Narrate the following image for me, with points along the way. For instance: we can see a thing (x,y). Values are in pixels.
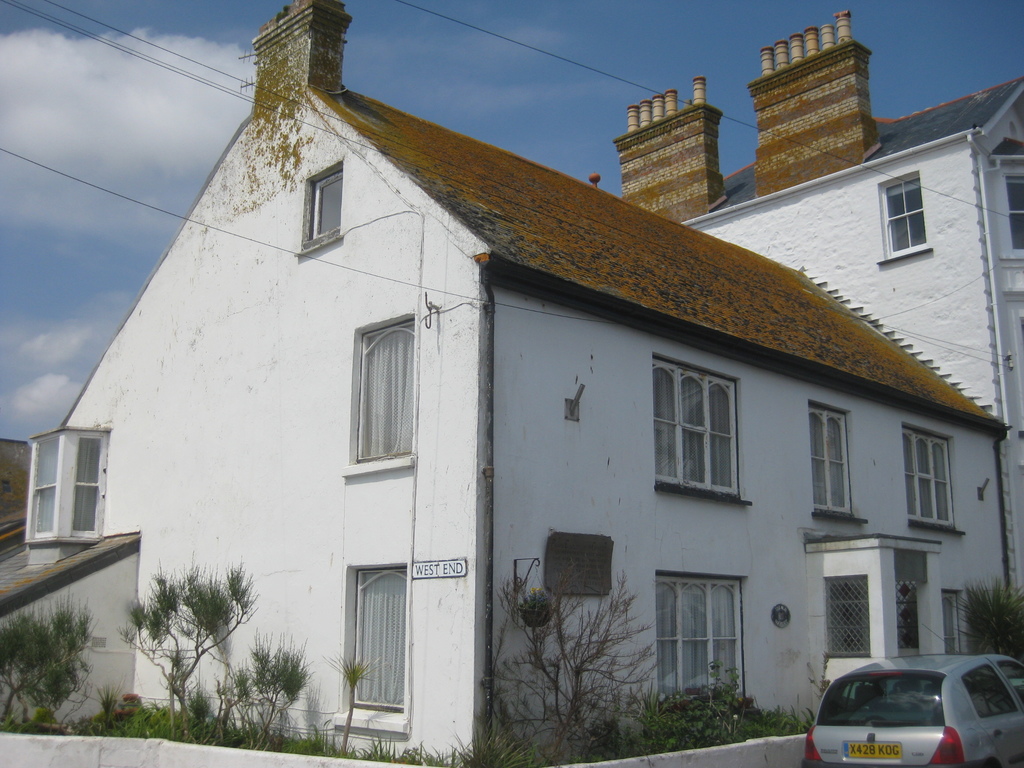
In the center of the image (570,482) we can see house (536,427), windows (732,458), plants (707,699), board (435,567), wall (284,387), roof (691,313), wires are there. At the bottom right corner (967,704) a car (945,680) is there. At the top of the image (396,39) clouds (12,81) are present in the sky (47,200).
